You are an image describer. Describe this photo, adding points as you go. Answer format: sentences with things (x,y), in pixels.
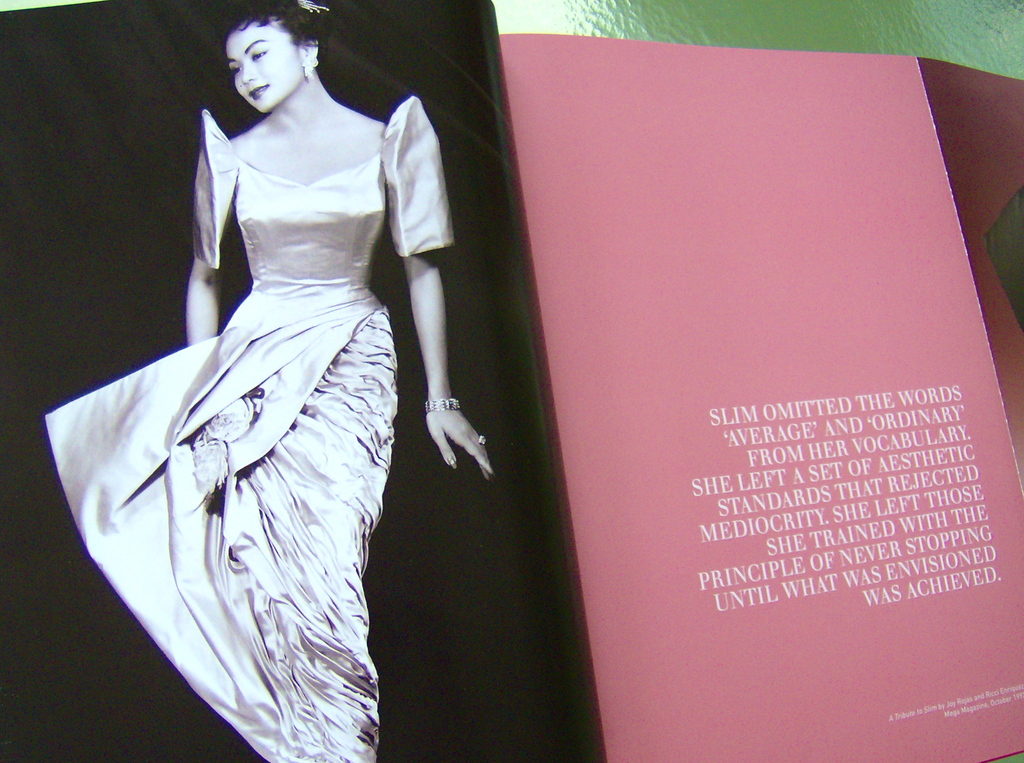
There is a photograph (157,407) on the left side of the image (167,400). On the right side of the image (887,267), we can see some text (893,418) on the paper (796,292). It seems like a wall (865,38) at the top of the image (794,17).
